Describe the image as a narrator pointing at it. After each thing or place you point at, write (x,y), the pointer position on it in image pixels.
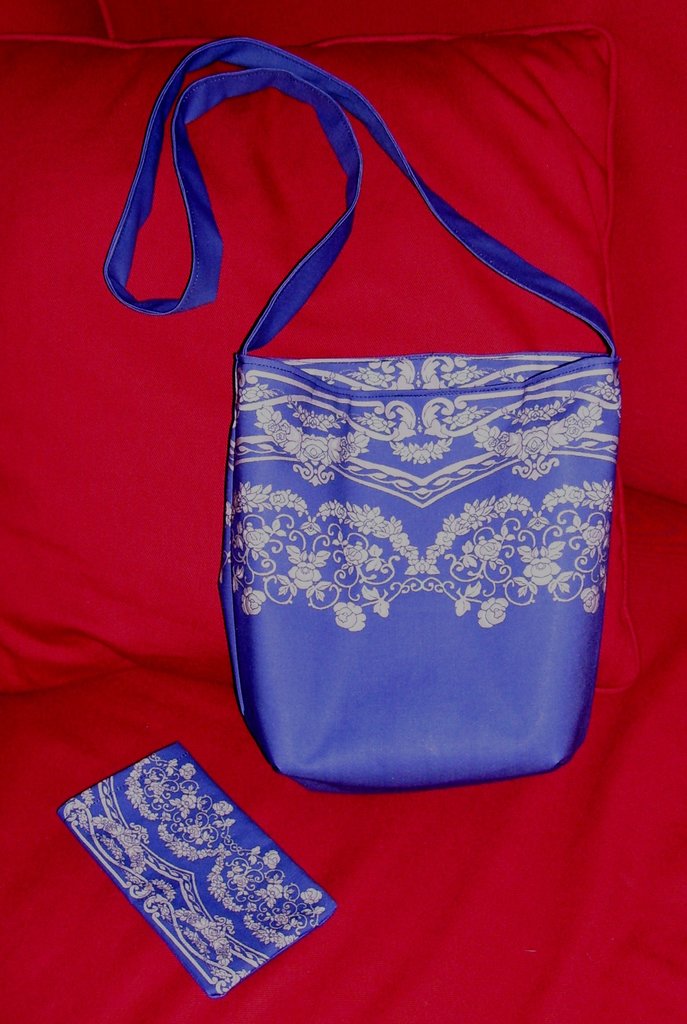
This is the picture of a bag (380,701), the bag (380,701) is in blue color with printed design (539,518) and the backside of the bag (294,445) is red pillow (75,421) and the cloth (642,493) is in red color.
